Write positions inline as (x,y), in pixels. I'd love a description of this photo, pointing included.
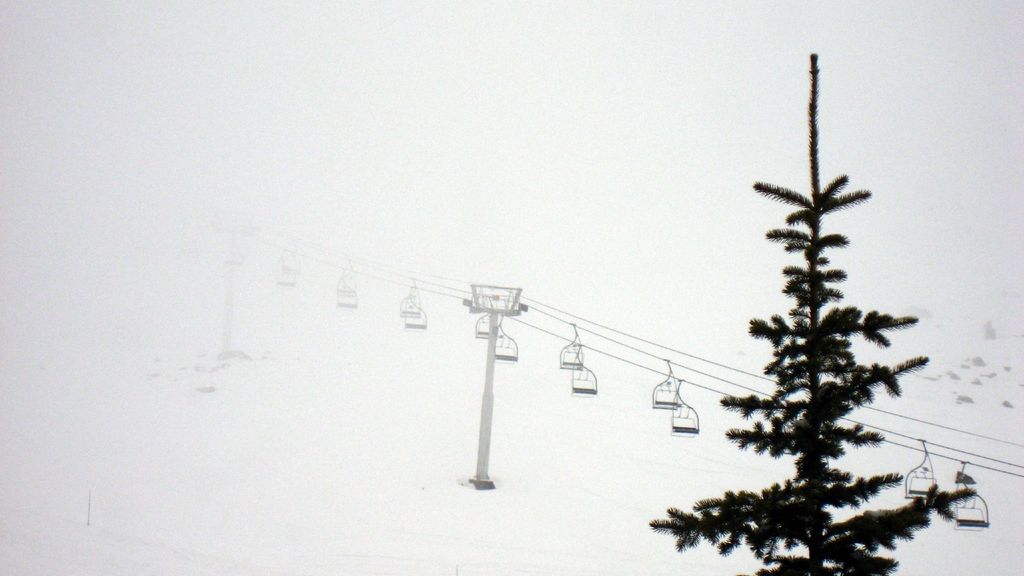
In this image we can see there is a tree (816,301) and a rope way (485,300) with the white background.
